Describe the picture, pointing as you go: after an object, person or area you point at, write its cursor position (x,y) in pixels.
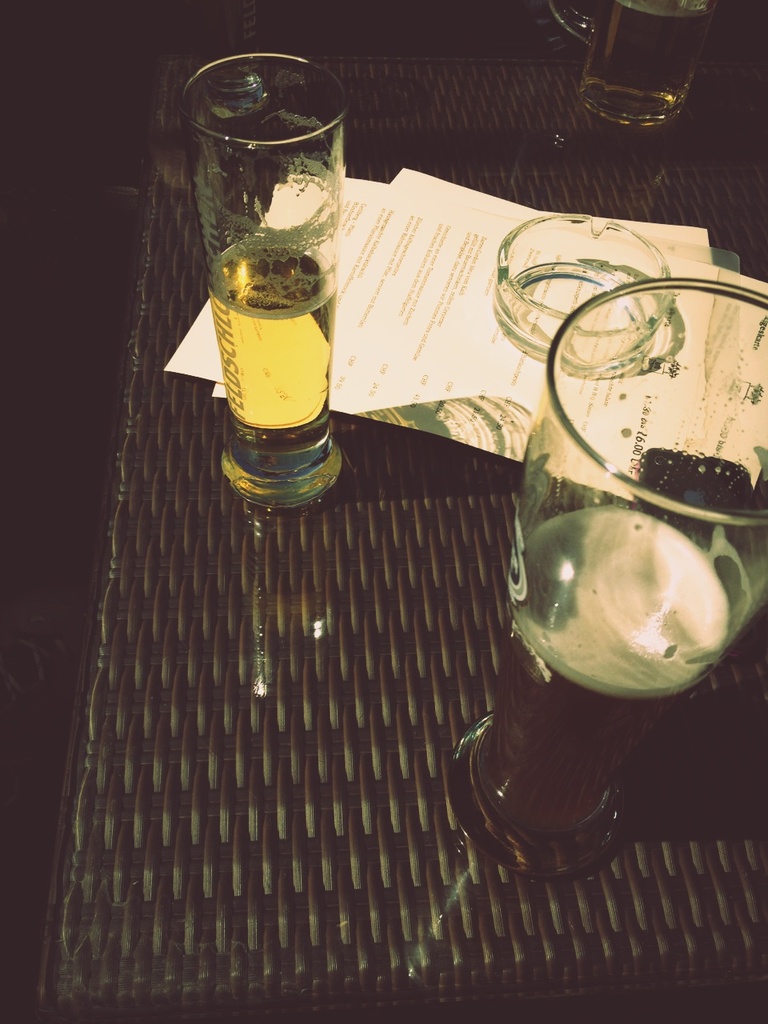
There is a table (293,686) in this picture on which some papers (443,387), glasses (688,494) with some drinks (271,295) were placed on it.
